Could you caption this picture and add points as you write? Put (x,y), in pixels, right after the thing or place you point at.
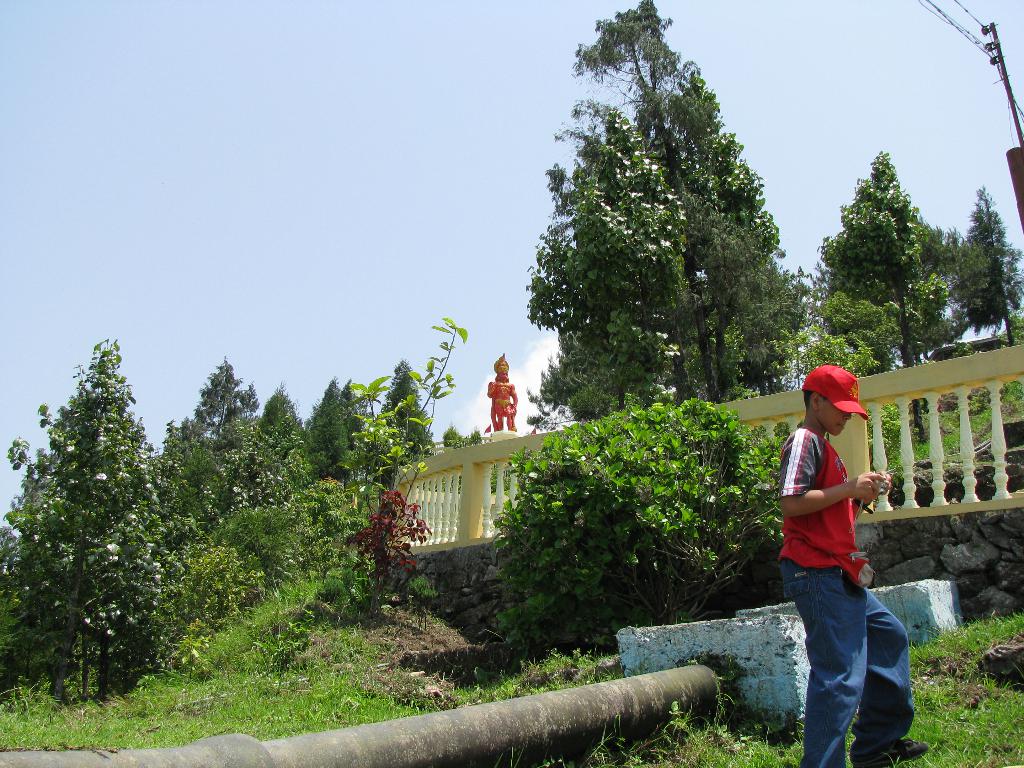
In this picture we can see a boy (830,674) wore a cap (809,379) and standing on the ground (936,718), trees (782,375), pipe (603,701), fence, statue (513,414) and in the background (355,246) we can see the sky (355,194).
